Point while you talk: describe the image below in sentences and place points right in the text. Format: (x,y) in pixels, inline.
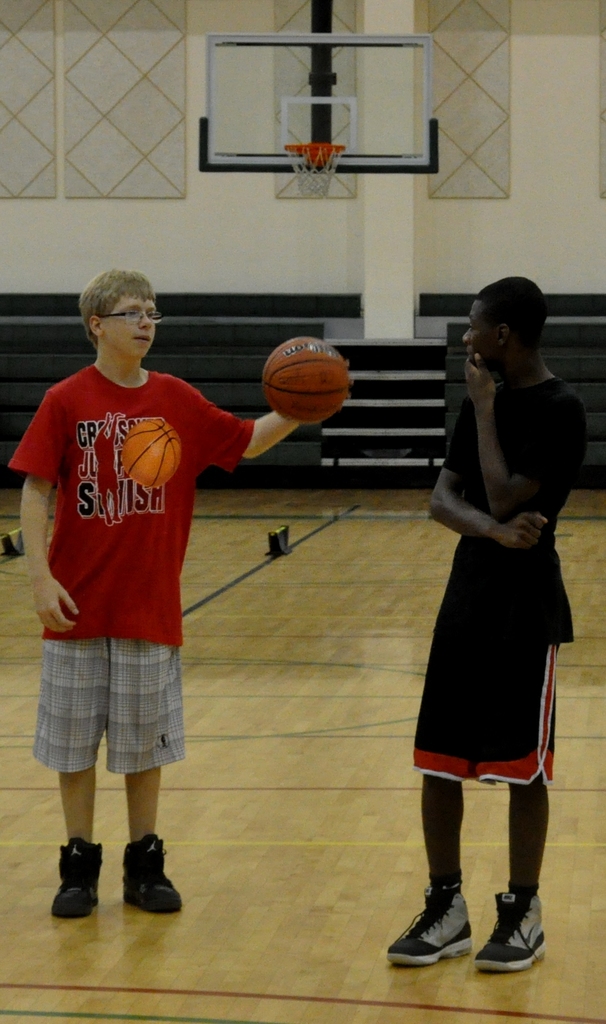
In this image we can see two boys (533,302) standing on the floor (251,788). They are wearing T-shirt (196,418) and trouser (57,703). Here we can see a boy (66,777) on the left side (106,440) holding the basketball (338,402) in his left hand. In the background (377,97), we can see the backboard (377,97), hoop (308,157) and net (328,185).
